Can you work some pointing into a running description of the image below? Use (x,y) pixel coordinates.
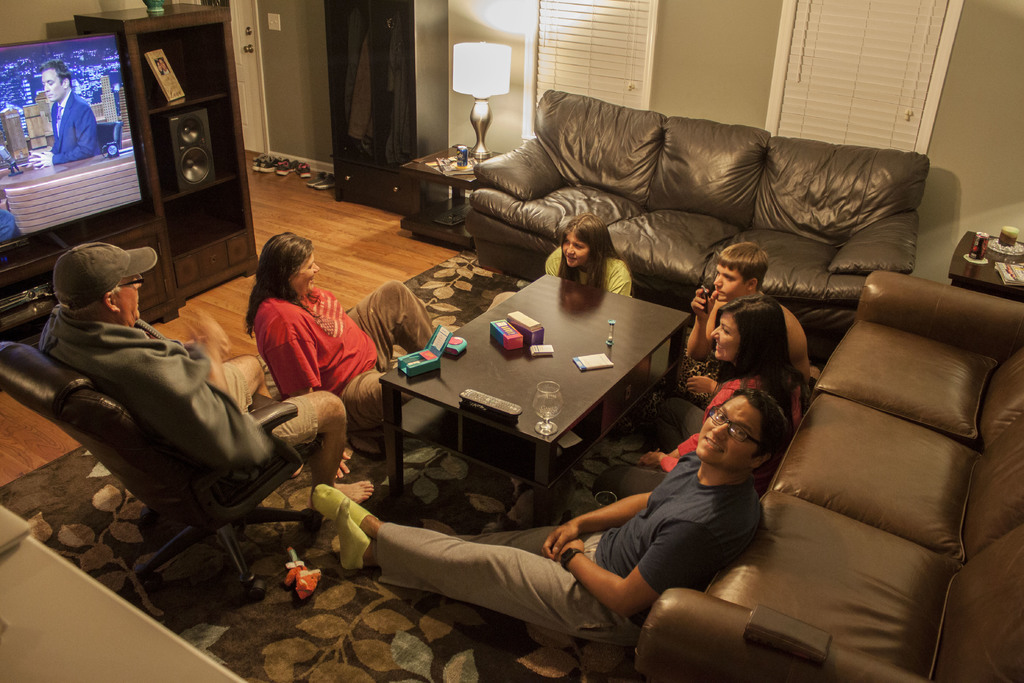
There are group of people (333,369) sitting and talking. This is a table (528,408) with a remote (504,408), wine glass (552,396) and some objects (538,327) placed on it. This is a couch (833,278). This is a television (70,126) placed on the television stand (129,230). A speaker (186,129) and photo frame (164,75) are stored inside the rack (176,45). This is a lamp (478,46) placed on a small teapoy (447,183). I think this is a window (837,58).
